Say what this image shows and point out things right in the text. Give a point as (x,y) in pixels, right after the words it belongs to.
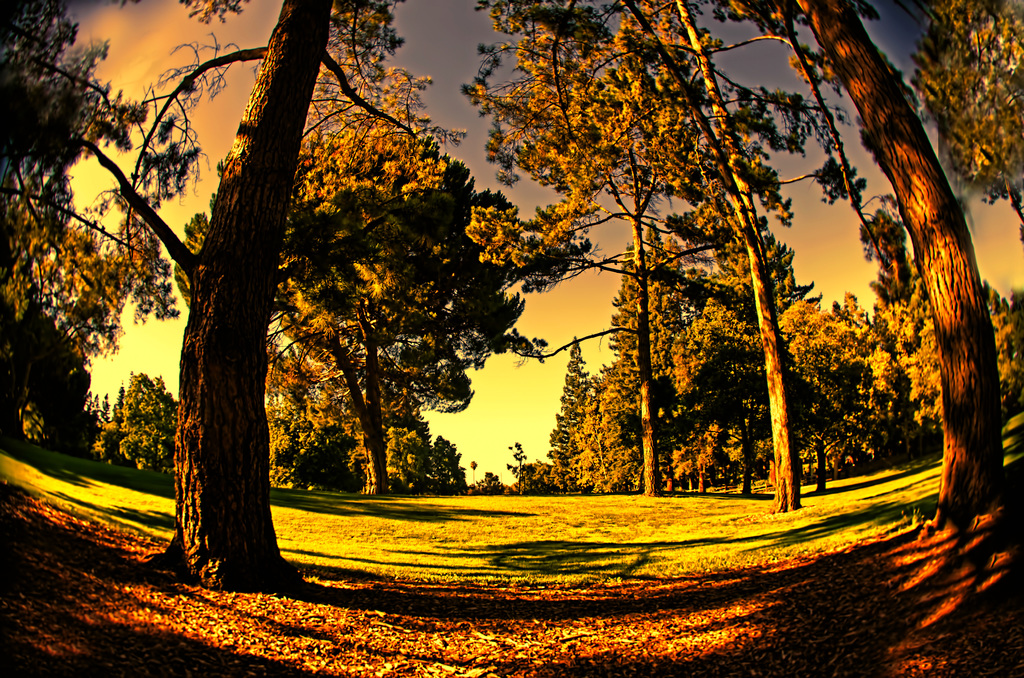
In this image I can see few trees (647,368), sky (573,288), dry leaves (961,568) and the grass (536,582). I can see the green, orange and yellow color lighting (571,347).
